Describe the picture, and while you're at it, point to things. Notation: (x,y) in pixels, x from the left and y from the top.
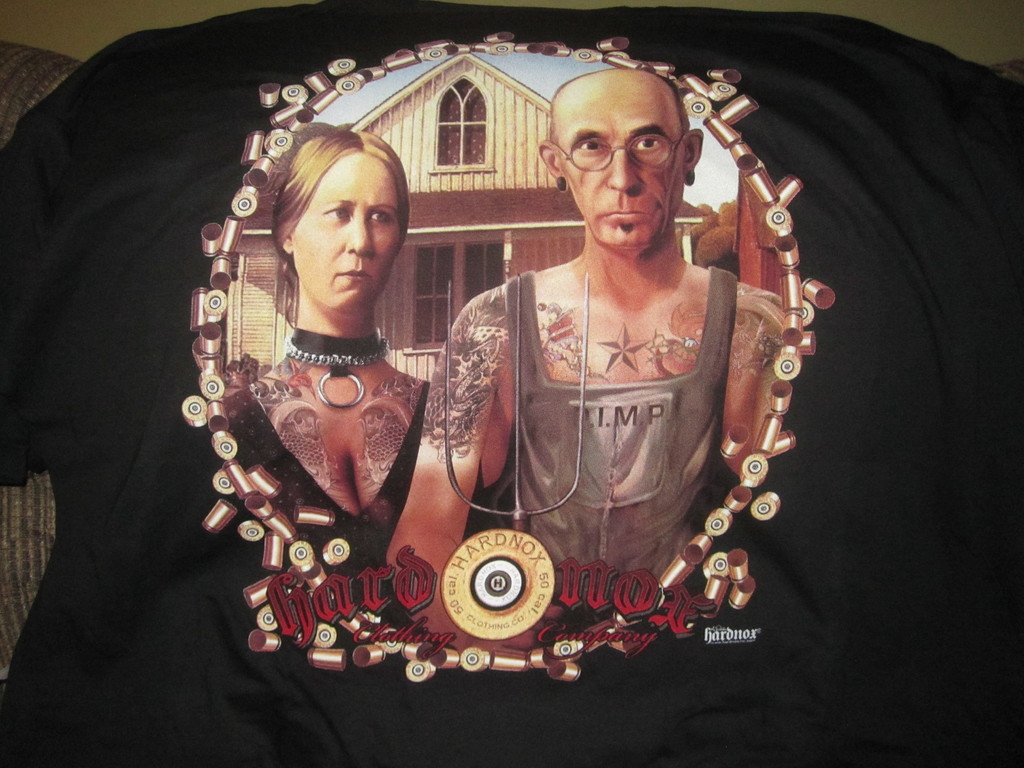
In the picture I can see an image (545,287) of two persons (608,270) and there is something written below it on a black T-shirt (783,206).
